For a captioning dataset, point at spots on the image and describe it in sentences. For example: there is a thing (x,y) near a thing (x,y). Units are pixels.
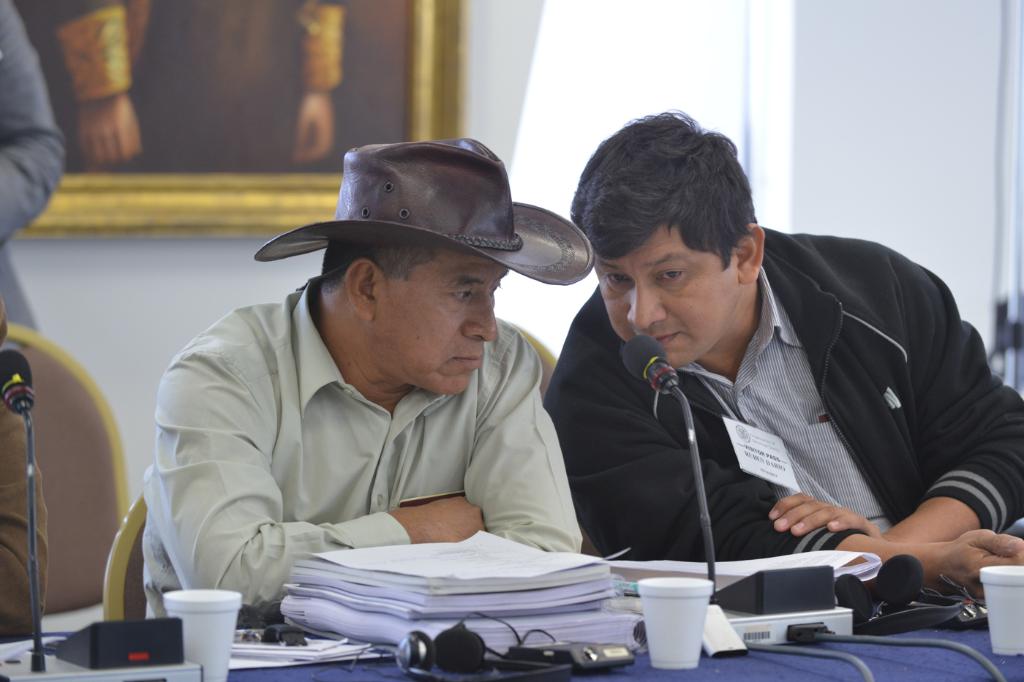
In this image we can see there are two people (284,469) sitting behind the table (761,672) where we can see there are bunch of papers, micro phone (147,652) and coffee cup (192,635) on the table (757,659). Also there is a painting frame (257,64) on the wall (45,295).
